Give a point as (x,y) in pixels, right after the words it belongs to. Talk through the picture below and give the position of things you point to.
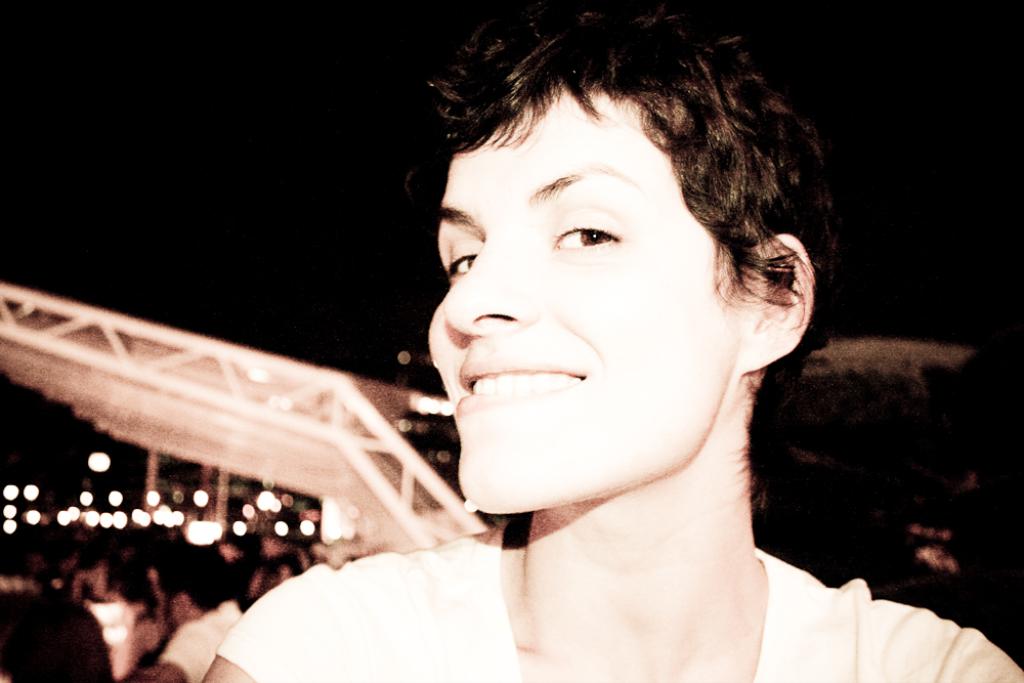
This image is taken during night time and in the center (534,340) there is a woman (635,422) smiling. In the background (232,603) we can see some persons (128,598) and there is a roof (121,384) for shelter. Lights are also visible in this image.
